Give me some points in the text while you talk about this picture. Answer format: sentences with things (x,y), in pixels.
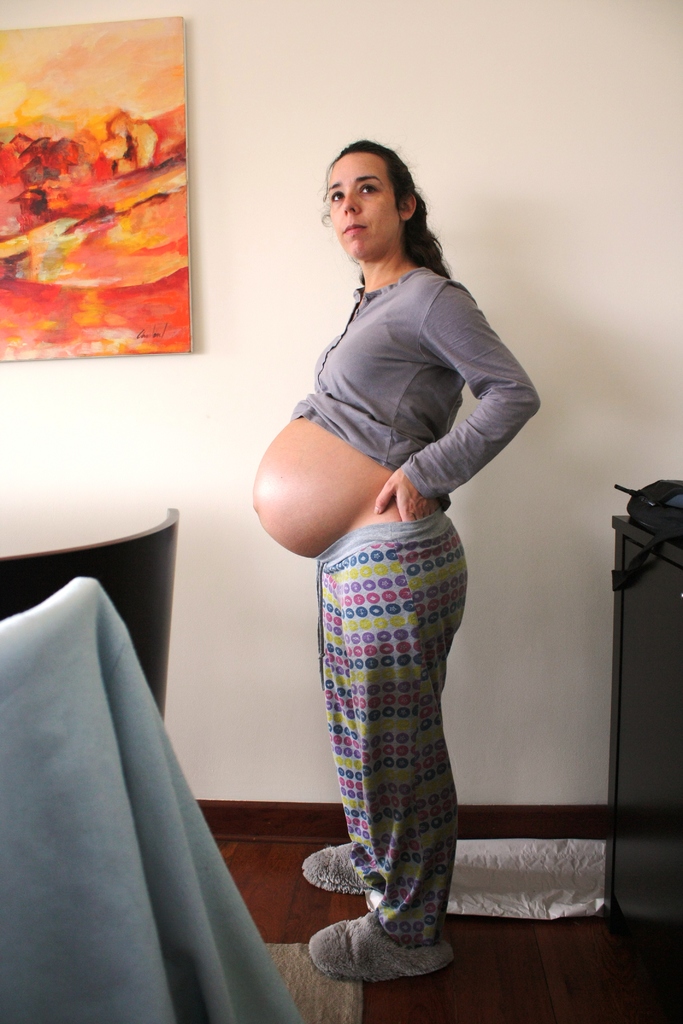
In this image I can see a woman (391,446) wearing grey colored dress (378,405) is standing on the floor (495,957). I can see the cream colored wall (499,190), a photo frame (154,27) attached to the wall (253,80) and few other objects (91,845).
